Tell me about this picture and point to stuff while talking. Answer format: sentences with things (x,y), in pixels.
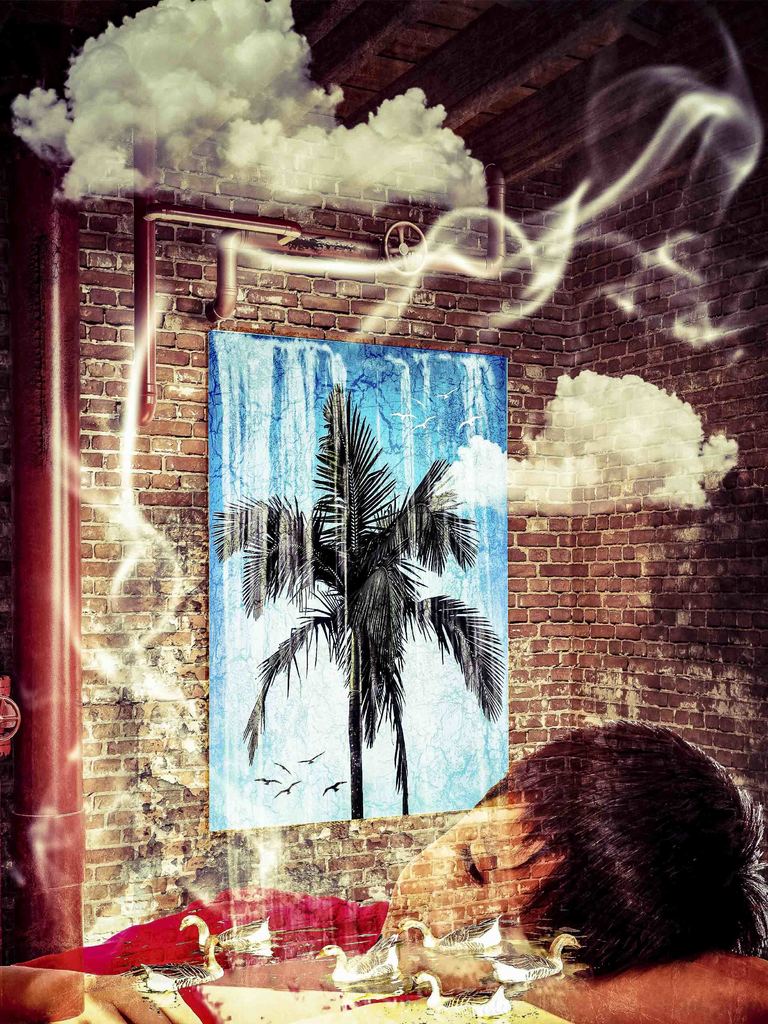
This is an edited image. At the bottom of the image (352,950) I can see a baby (404,910) and few birds (376,965). In the background (575,361) there is a wall (93,661) to which a poster (402,522) is attached. On this poster (349,492) I can see a painting (351,550) of a tree (375,517). At the top of the image (254,118) I can see the clouds (154,90).
